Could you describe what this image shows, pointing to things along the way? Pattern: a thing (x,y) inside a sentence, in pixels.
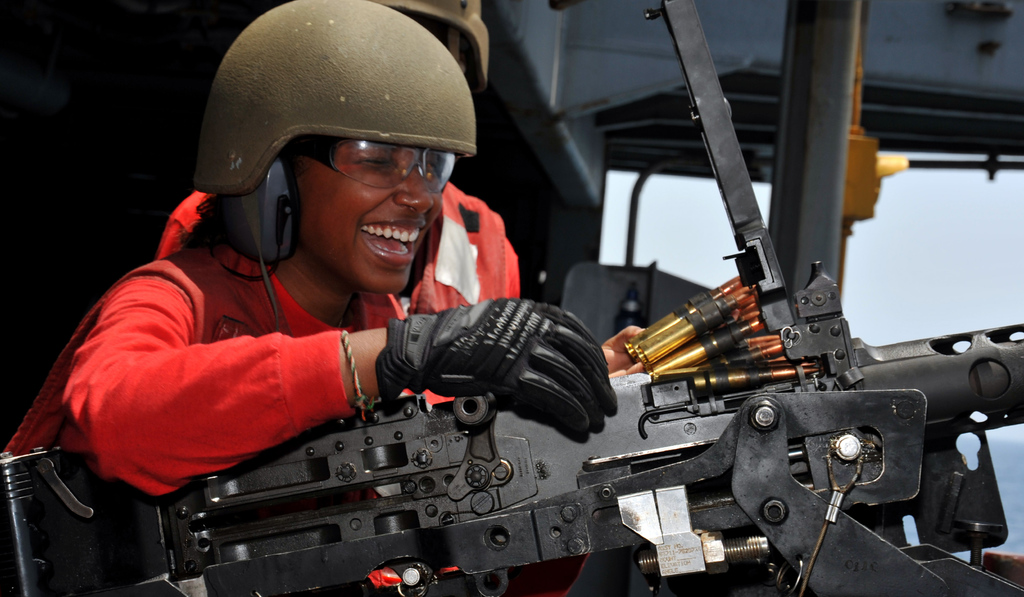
This image is taken in a vehicle (780,220). On the right side of the image (935,258) there is a window (877,263) and through the window (920,273) we can see the sky (912,236). In the middle of the image (345,211) a person (430,330) is sitting in the vehicle (568,302) and holding a few bullets (706,359) in hand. At the bottom of the image (679,547) there is an iron weapon (567,509). The person (467,349) has worn a helmet (327,116), goggles (410,172) and gloves (570,413). At the top of the image (640,33) there is a roof (760,66).
